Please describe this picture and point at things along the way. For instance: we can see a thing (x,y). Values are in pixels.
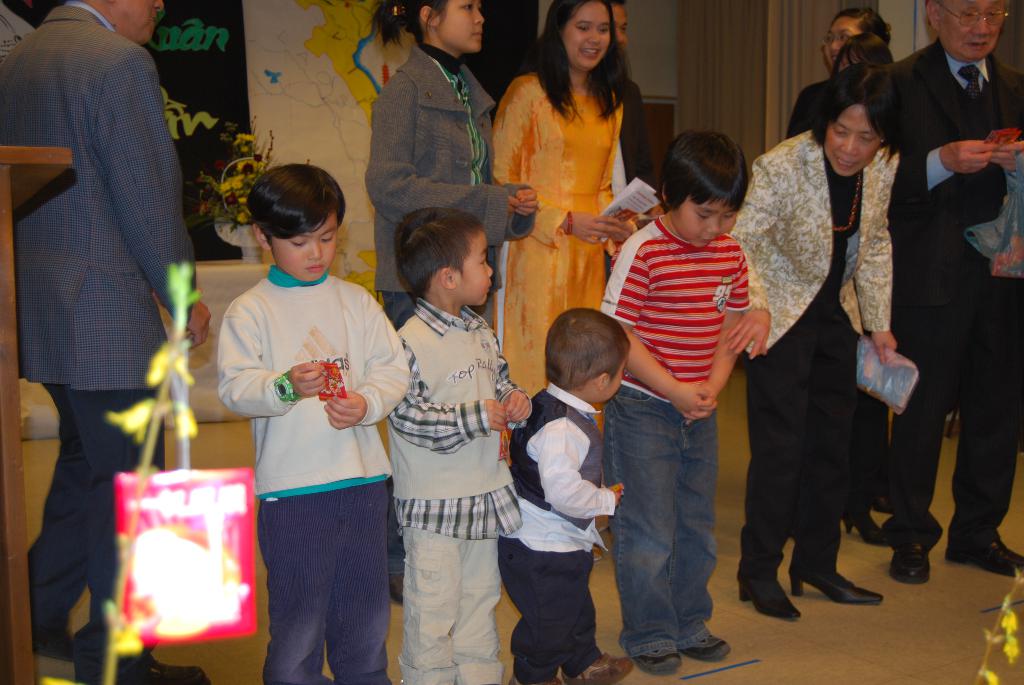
In this image I see 4 children (398,453) and few people (585,190) in the background (945,368) and I see the path (37,482) and I see that this woman (769,371) and this women (570,204) are holding a thing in their hands (745,345) and this boy (305,322) is holding a red color thing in his hand (316,374) and I see a thing (133,599) over here.
